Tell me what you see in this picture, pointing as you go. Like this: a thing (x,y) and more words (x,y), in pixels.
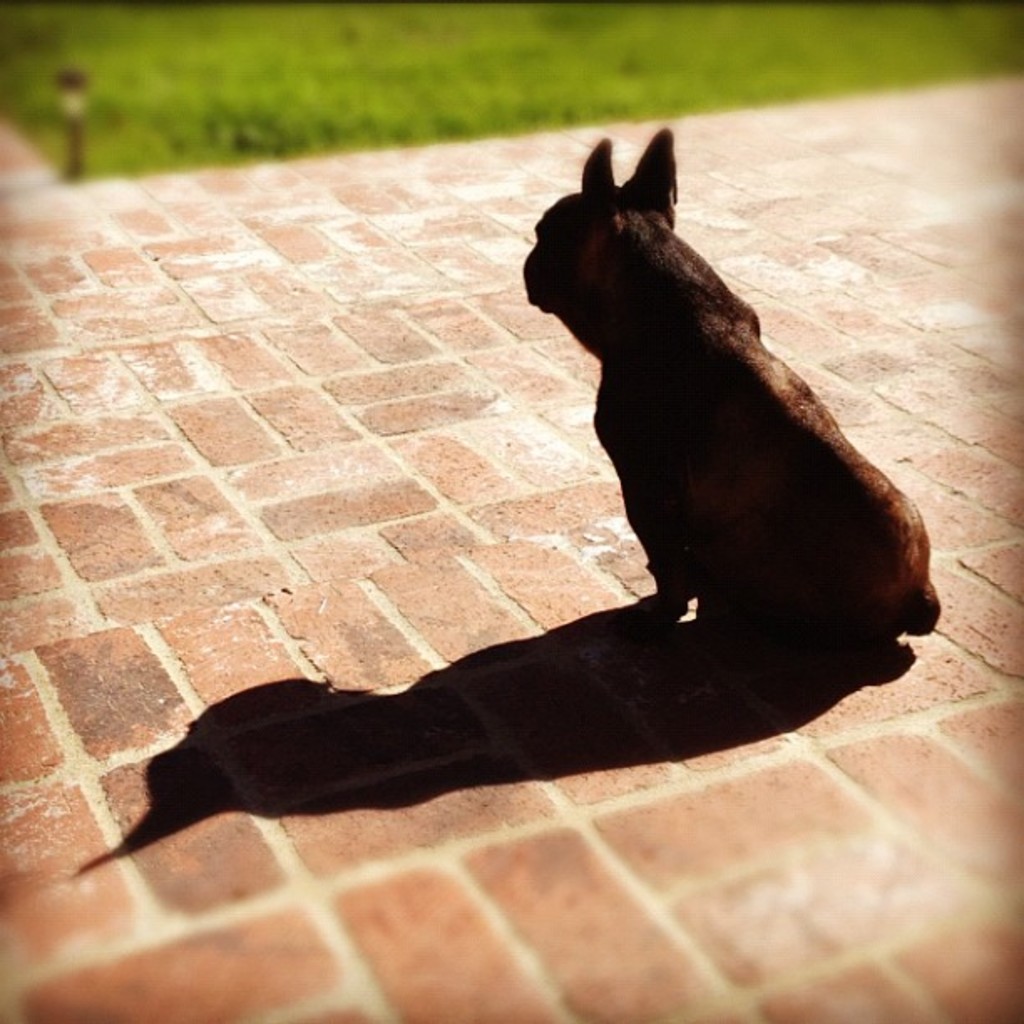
In the picture we can see an animal (770,593) sitting on the path (29,448), the path (867,265) is designed as brick design and besides we can see the grass (282,145).
